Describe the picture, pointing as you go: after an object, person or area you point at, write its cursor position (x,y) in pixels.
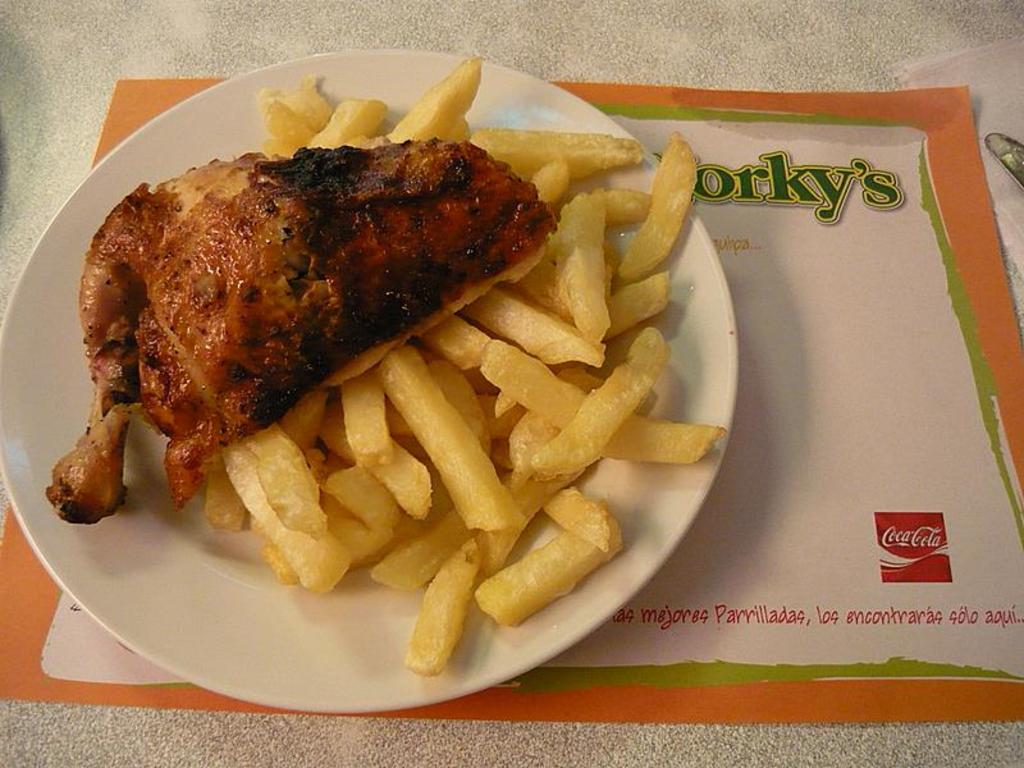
In this picture there is a meat (360,237) and there are french fries (323,459) on the plate (712,471). At the bottom (692,525) there is a paper (919,315) and there are tissues (926,79) and there is a knife (1002,154).
